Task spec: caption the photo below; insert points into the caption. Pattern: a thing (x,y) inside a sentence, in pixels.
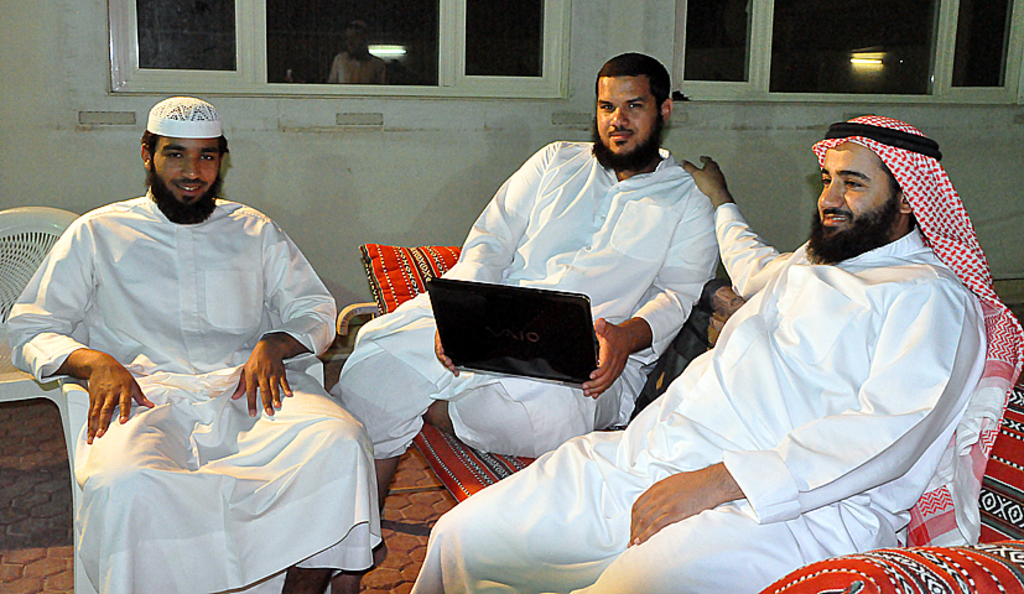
In the image we can see three men (377,329) sitting wearing clothes (352,415) and they are smiling. One man (480,248) is holding a laptop (500,342) and here we can see the sofa (1003,526), chairs (9,379), floor (30,553) and the wall (68,119). We can even see the windows (371,54) and we can see the reflection (867,69) of the lights (395,50) on the window (284,57).
